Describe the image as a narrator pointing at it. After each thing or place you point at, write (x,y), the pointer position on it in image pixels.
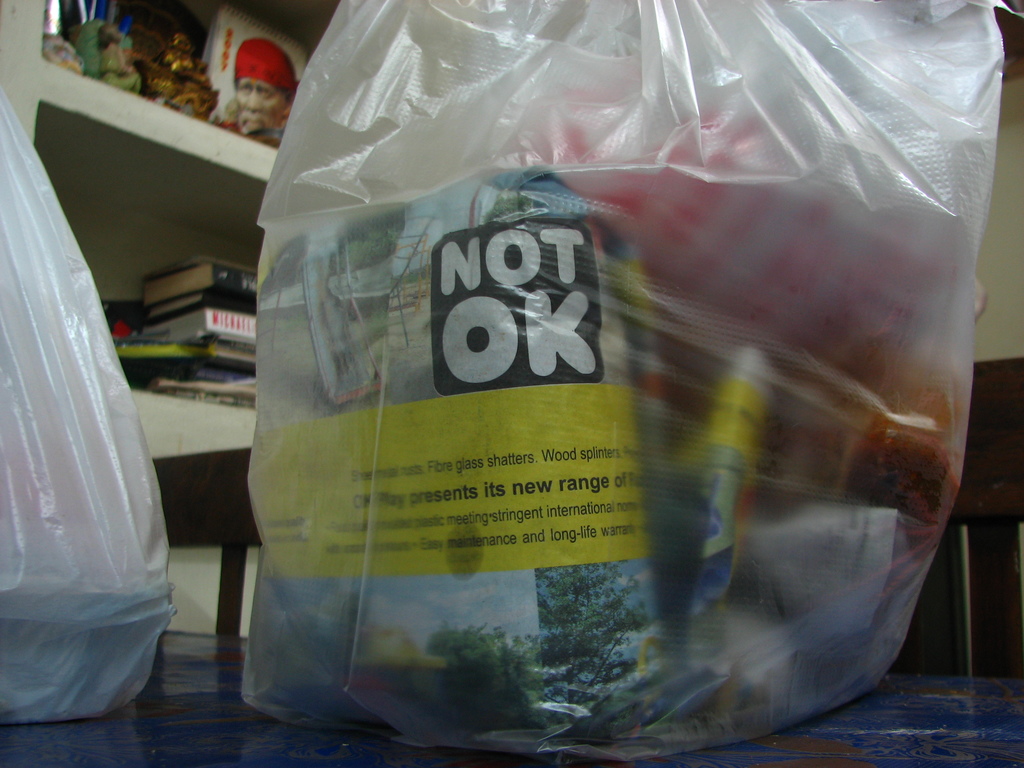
In the image we can see plastic covers (554,432), in it we can see some objects (725,466). Here we can see the photo (251,72) of the god (238,69) and the books (213,295).
